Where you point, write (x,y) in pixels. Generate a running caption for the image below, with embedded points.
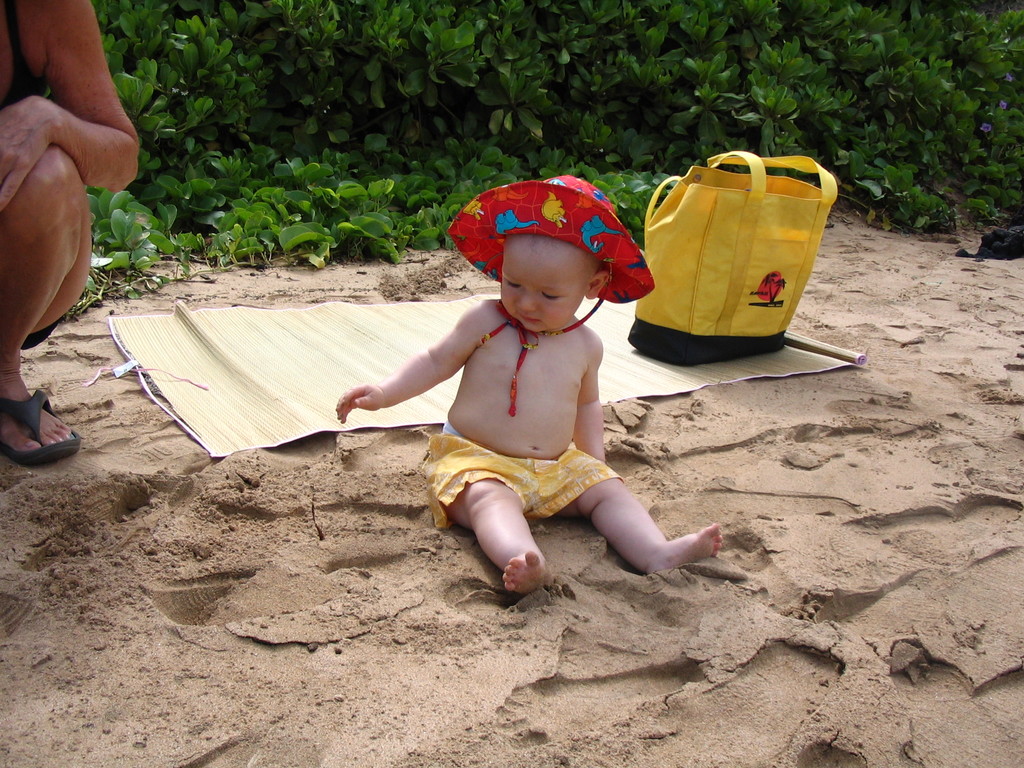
In this image one kid (544,369) is sitting on the ground (383,529) he is wearing a red cap (537,196). Behind him there is a carpet (334,378) on that a yellow bag (702,217) is there. In the background (699,108) there are trees (246,151). In the left top corner (45,154) there is a man (16,231) in a crouched position.
